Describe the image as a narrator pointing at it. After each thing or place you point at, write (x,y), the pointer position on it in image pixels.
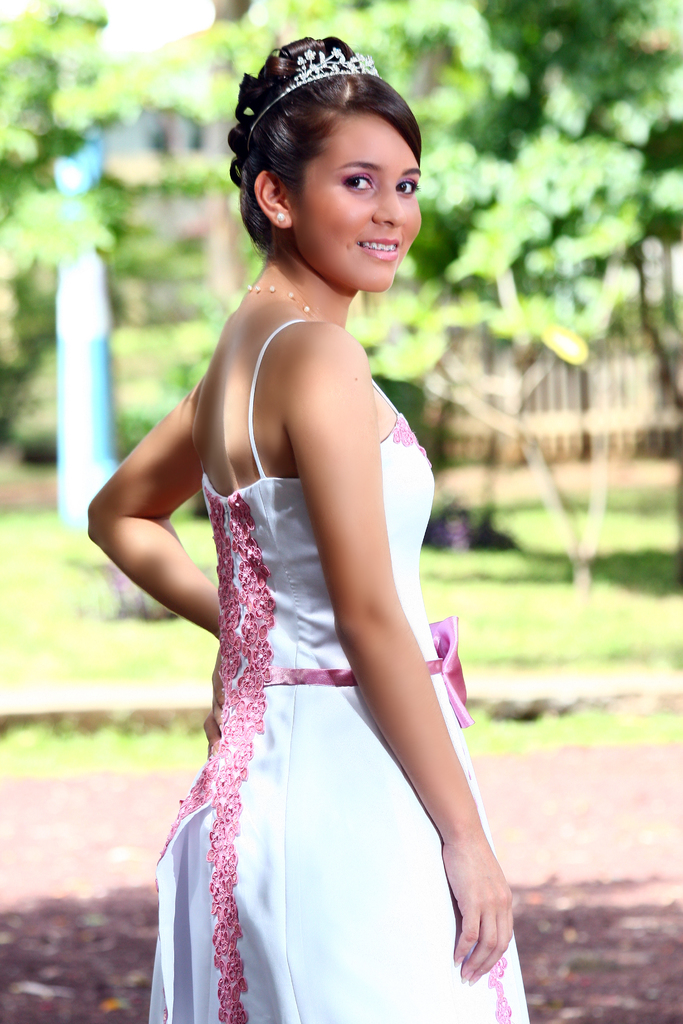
Here in this picture we can see a woman (253,244) wearing a white colored dress (230,594) and standing over a place and she is smiling and we can see a tiara (295,83) on her head (284,90) and in the background (59,598) we can see the ground (67,601) is fully covered with grass (103,664) and we can also see plants (489,524) and trees (375,309) in blurry manner.
